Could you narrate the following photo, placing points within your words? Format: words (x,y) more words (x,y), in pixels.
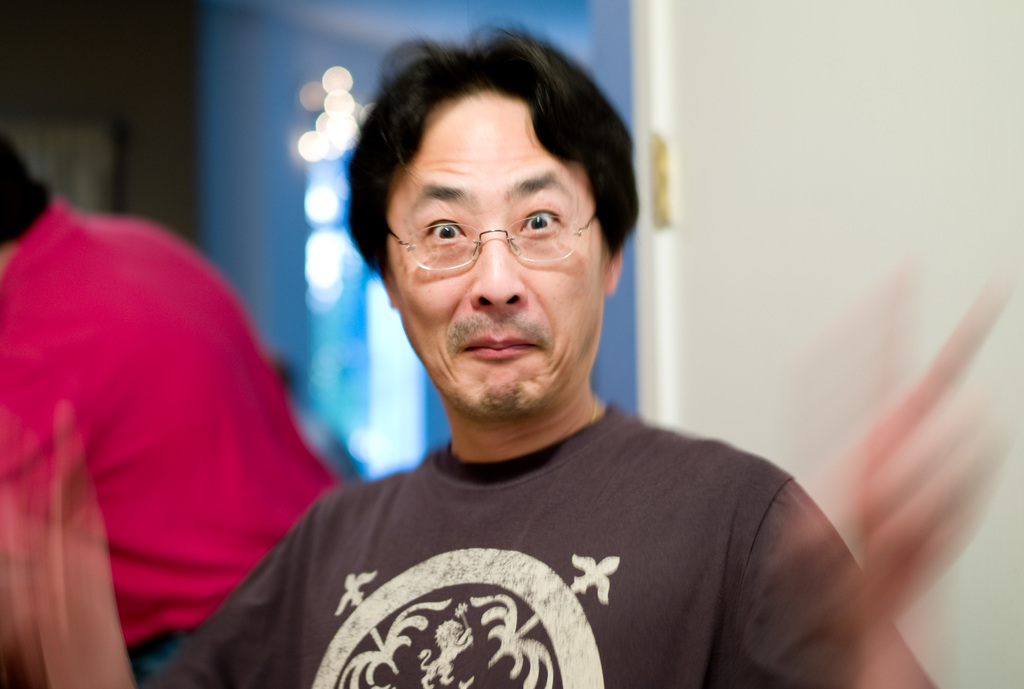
There is a man (525,224) standing and wore glasses (497,237). Background (181,423) we can see person (190,339) and it is blue color.
